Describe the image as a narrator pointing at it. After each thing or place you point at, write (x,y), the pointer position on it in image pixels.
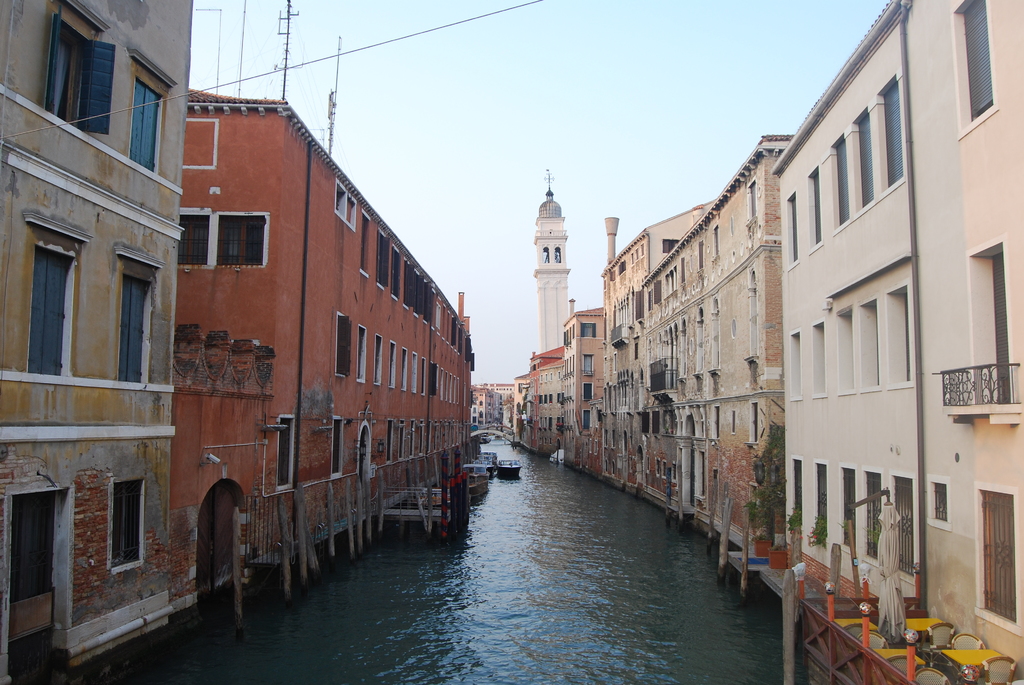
In this image, on the right side (844,240), we can see a building (968,174), glass window (998,273). On the left side (81,342), we can see a building (128,328), window (33,319), door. In the middle of the image (487,439), we can see a boat (489,454) which is floating on the water (537,471). In the background (480,424), we can see a building (510,390). At the top (557,17), we can see a sky (554,37), at the bottom (544,593), we can see a water (583,625) in a canal (583,625).
